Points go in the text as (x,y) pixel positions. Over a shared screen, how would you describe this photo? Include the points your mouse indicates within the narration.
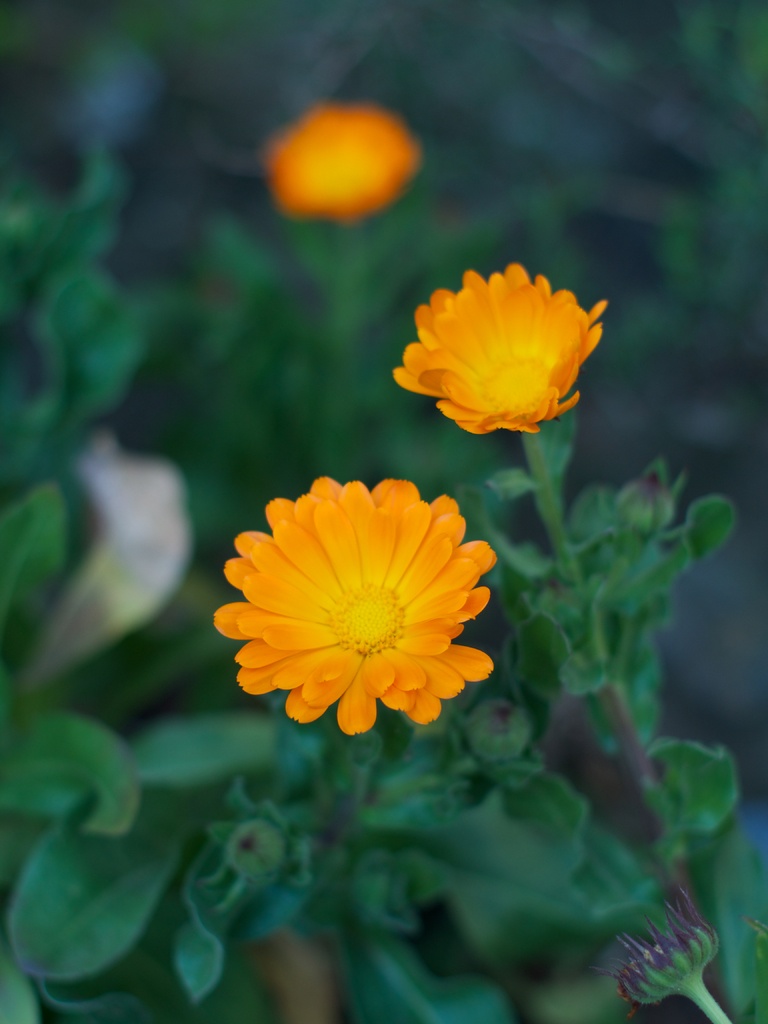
In this picture there are orange color flowers (406,711) and there are buds (644,523) on the plants (516,903).
